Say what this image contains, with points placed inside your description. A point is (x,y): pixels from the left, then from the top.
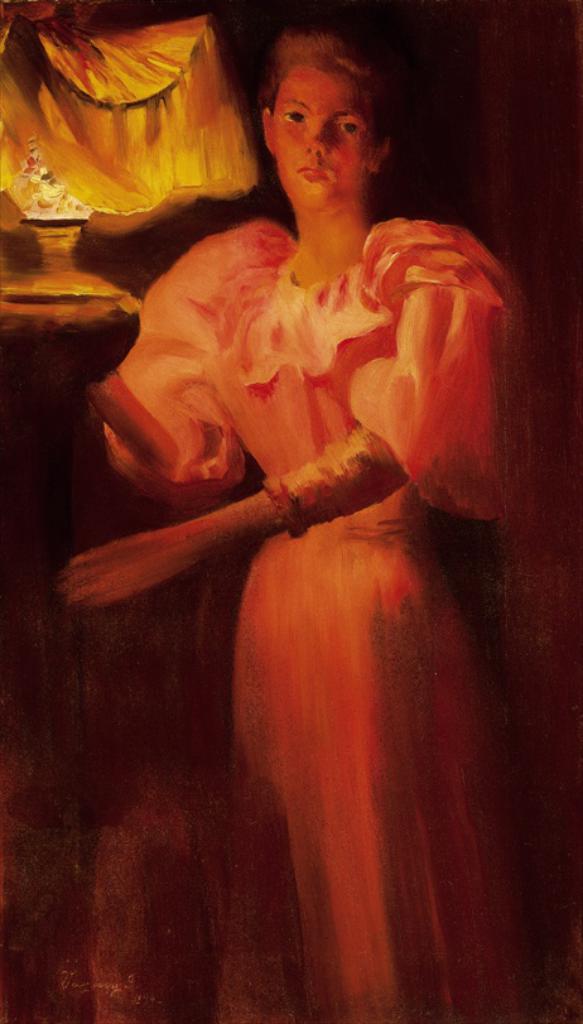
In this picture we can see a painting (395,101) of a woman (415,583) wore a beautiful dress (452,325) and she is holding something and in background (120,108) we can see some cloth (193,132).
